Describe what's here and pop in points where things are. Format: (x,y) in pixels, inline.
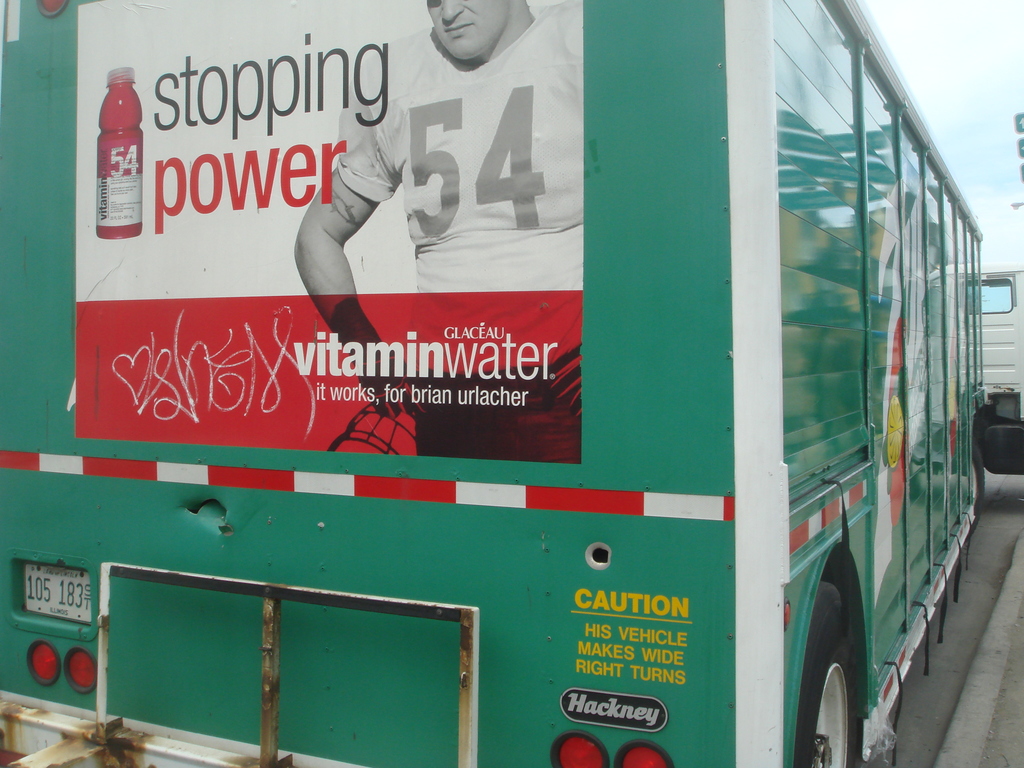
In this picture we can see a poster (297,198) on a vehicle (436,304). Behind the vehicle (729,299) there is the sky (935,39). On the right side of the image (1009,335), it looks like another vehicle (998,327).
